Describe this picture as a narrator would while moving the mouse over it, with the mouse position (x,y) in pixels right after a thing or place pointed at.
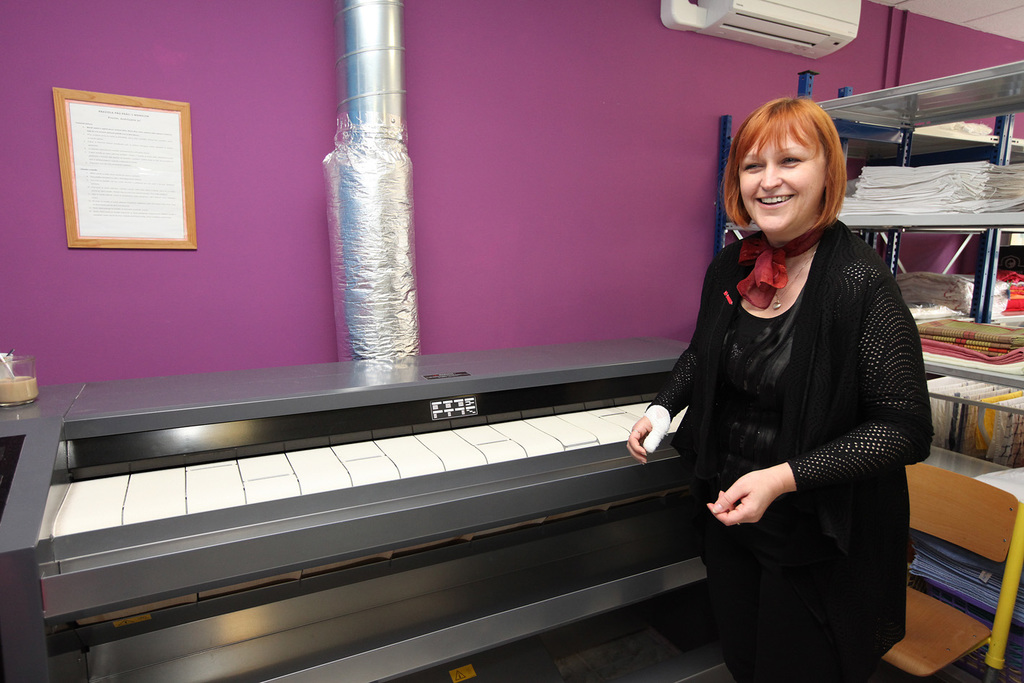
In this image, we can see a woman (828,417) standing and there is an object (330,417) looks like a piano (591,389), we can see the steel pipe (404,205), we can see the AC (777,39), there is a rack (977,221) and there are some objects (944,191) in the rack (963,224), we can see the wall (185,37) and there is a photo (171,242) on the wall (200,219).
